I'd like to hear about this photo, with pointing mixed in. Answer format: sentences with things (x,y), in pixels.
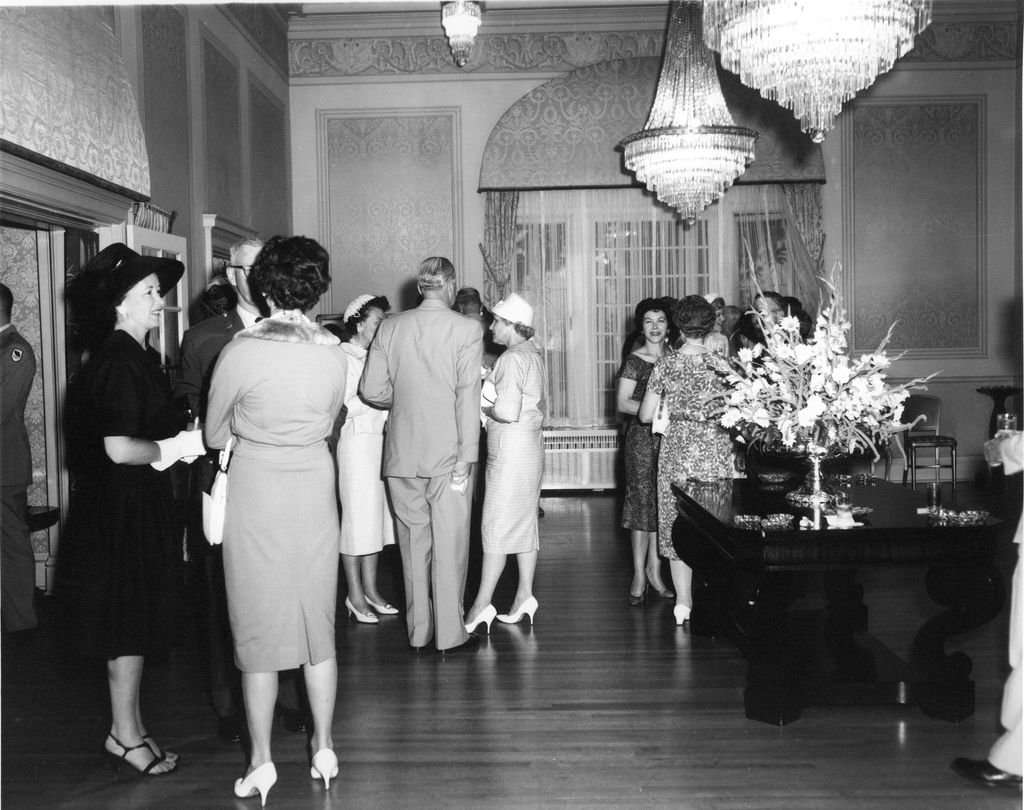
This picture describes about group of people (522,532), few people (499,337) wore caps (507,316), on the right side of the image (837,372) we can find a flower vase (754,394) and other things (928,497) on the table (844,567), in the background (608,323) we can find curtains (574,289), at the top of the image (662,66) we can see lights (746,151) and it is a black and white photography.
